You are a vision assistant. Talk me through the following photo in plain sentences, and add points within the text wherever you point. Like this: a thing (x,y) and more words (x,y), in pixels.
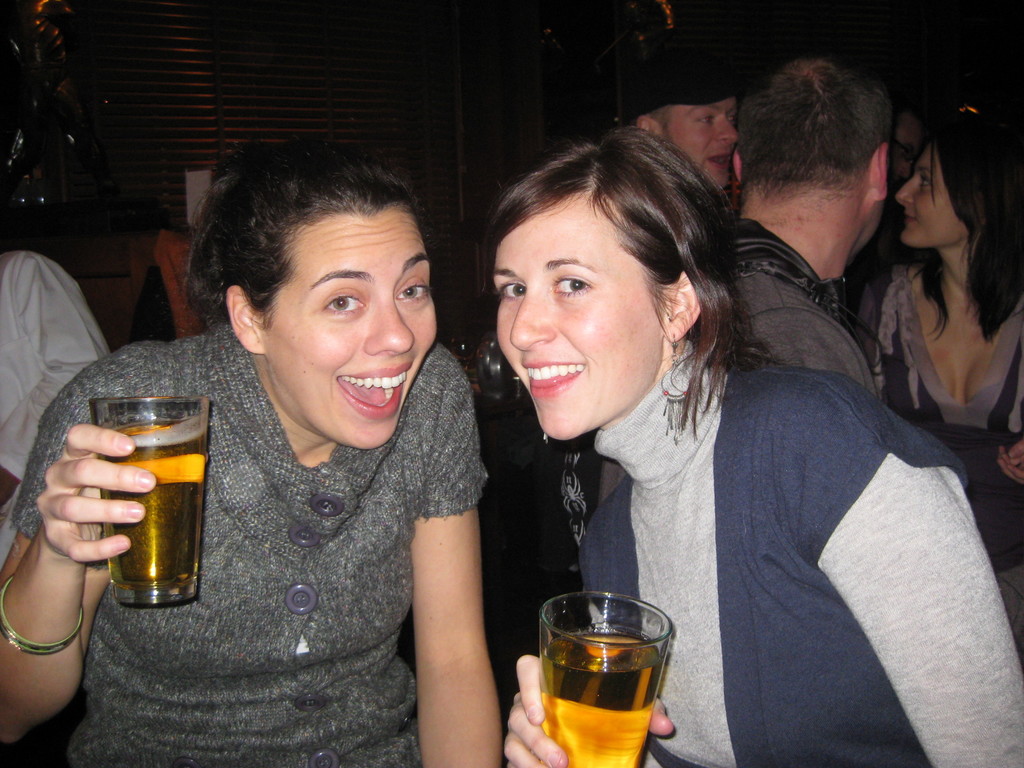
In this image there are a group of people (605,327) in the foreground (437,486) there are two women (374,532) who are holding glasses (586,594), in that glasses (565,645) there is some drink (602,677). In the background (457,108) there is a wall (497,116) and some objects (126,241).
